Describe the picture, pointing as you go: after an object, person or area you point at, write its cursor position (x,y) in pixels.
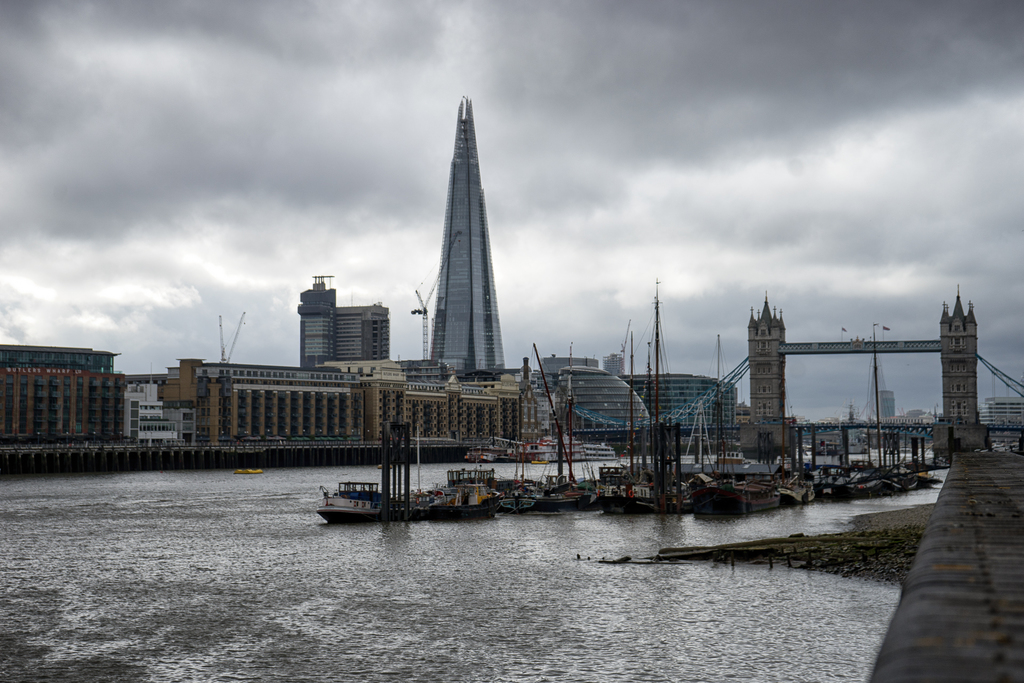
In this image we can see the boats (499,489), beside that we can see water (330,624). And we can see the tower bridge (964,346), beside that we can see the concrete wall (947,633). And in the background (619,393) we can see the buildings (625,404), at the top (999,38) we can see the sky (983,10) with clouds (1016,67).
